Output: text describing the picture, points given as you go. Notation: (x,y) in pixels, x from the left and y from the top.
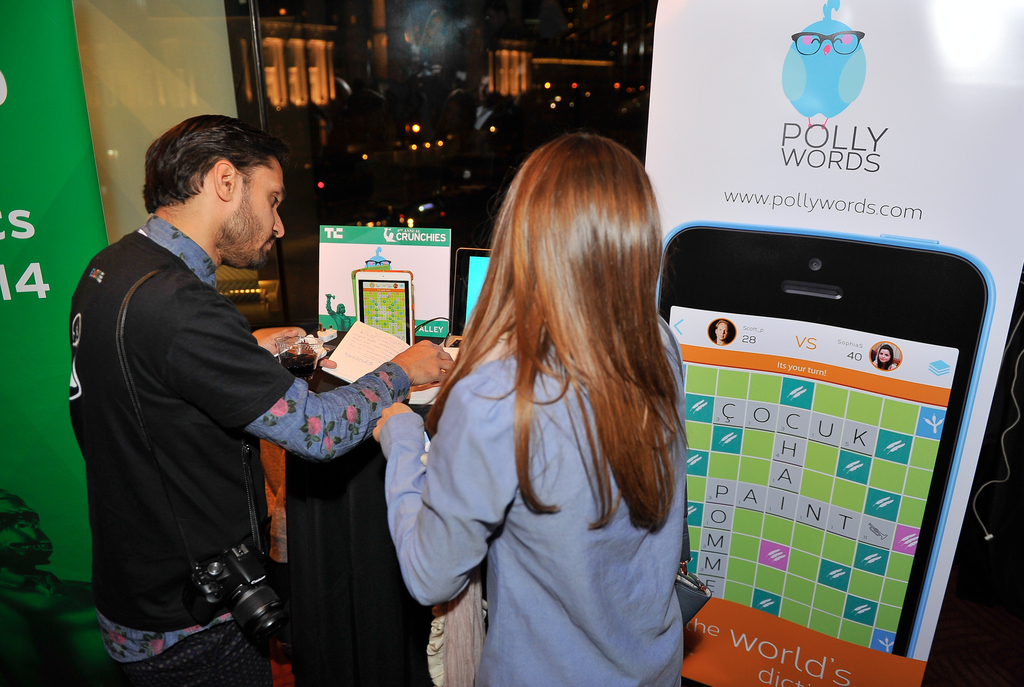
In this image I can see a woman (580,529) wearing blue colored dress (537,541) and a man (151,462) wearing blue and black colored dress (158,399) are standing. I can see a black colored camera (229,569), few banners (29,164), a book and few other objects (353,550). I can see the glass surface (449,77) and through it I can see few buildings (508,42) and few lights (551,58).
